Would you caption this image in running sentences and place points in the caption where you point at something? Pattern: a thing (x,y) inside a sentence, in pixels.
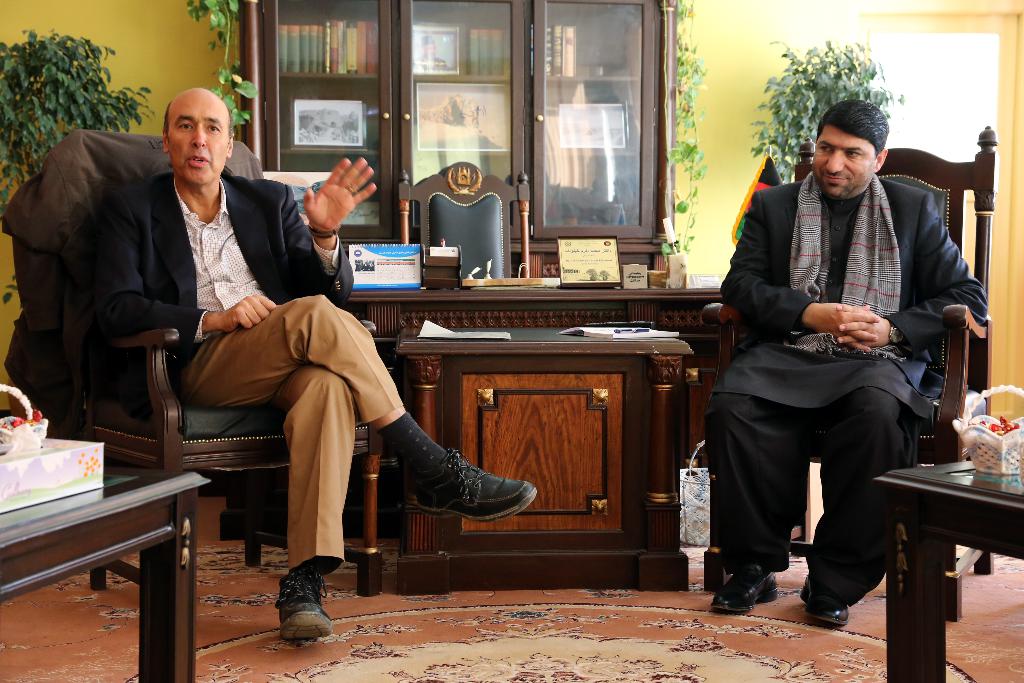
In this image i can see two men (231,337) are sitting on a chair (133,179) in front of a table (935,488). I can also see there is a cupboard (490,120), plants (788,114) and few other objects (502,261).
